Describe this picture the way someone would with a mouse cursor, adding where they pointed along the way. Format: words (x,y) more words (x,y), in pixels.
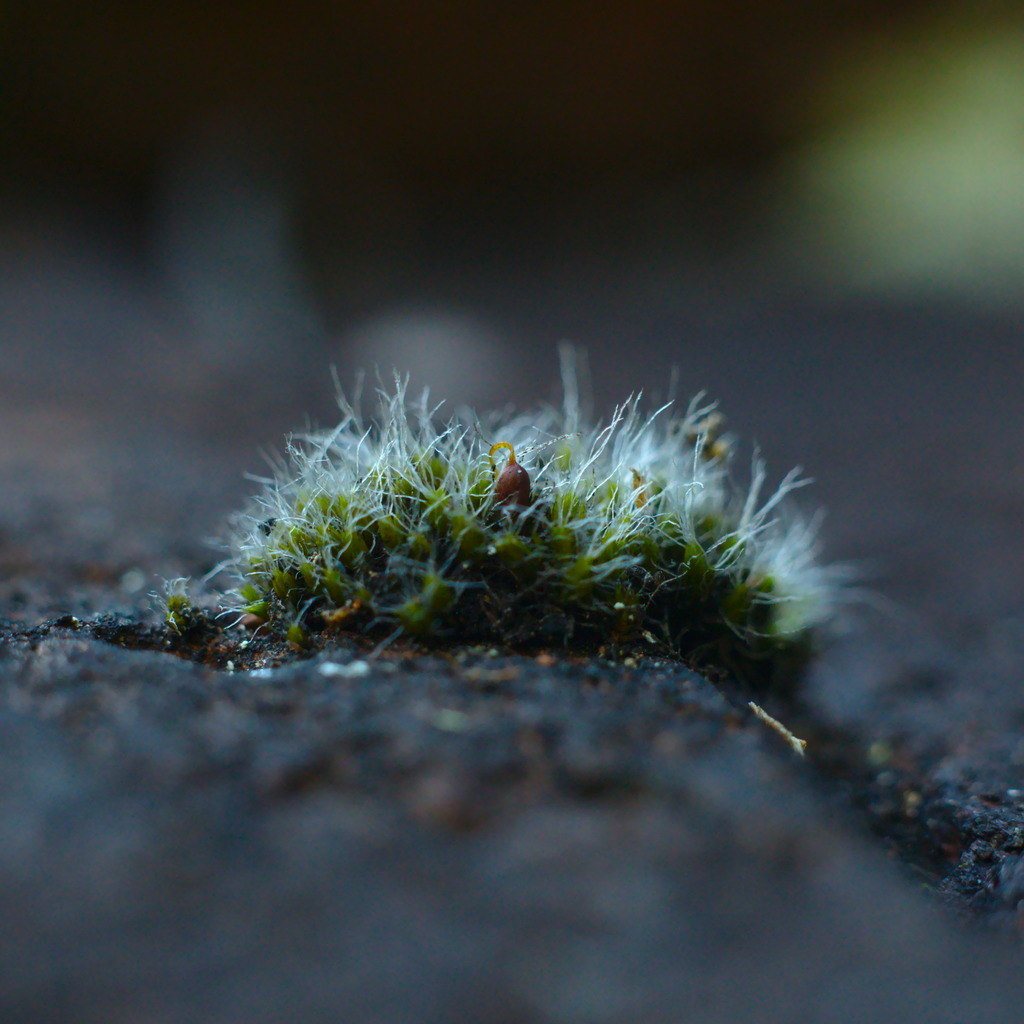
In this image I can see grass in green color and I can see blurred background (398,163).
